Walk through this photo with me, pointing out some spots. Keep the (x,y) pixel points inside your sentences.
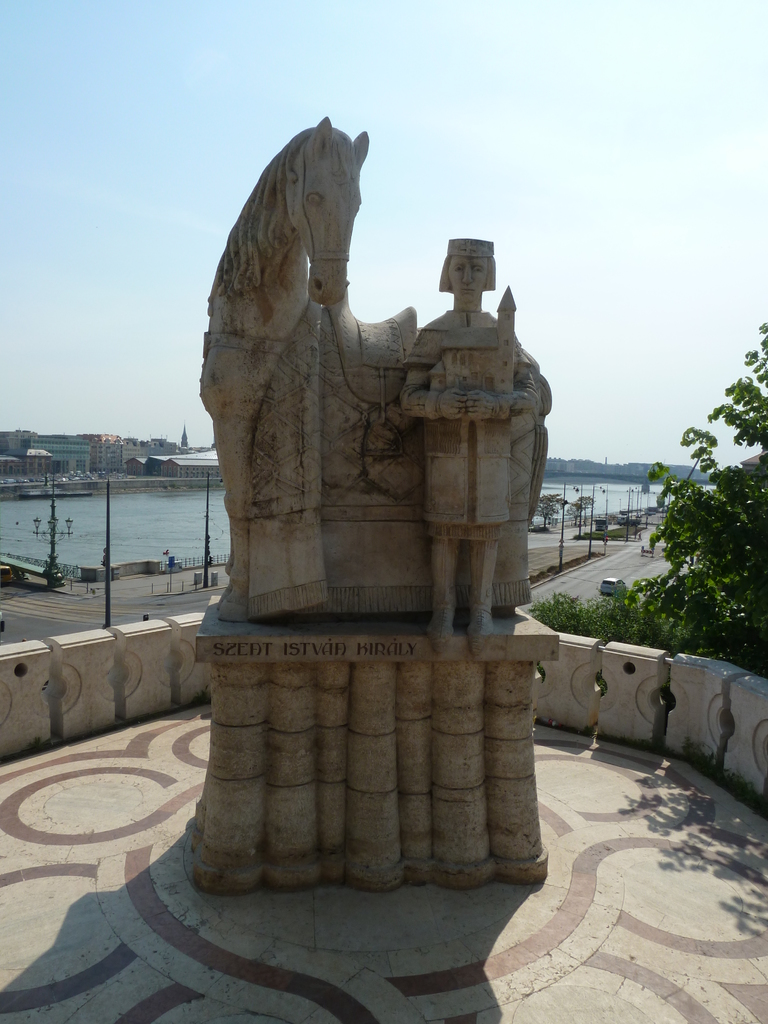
There is a sculpture (444,496) of a horse (326,164) and a man (443,483). There is a tree (756,393) at the right (686,569). There are vehicles (86,475), poles (52,511) on the road (589,580). There is water (79,520) and buildings (16,465) at the back (147,454).
